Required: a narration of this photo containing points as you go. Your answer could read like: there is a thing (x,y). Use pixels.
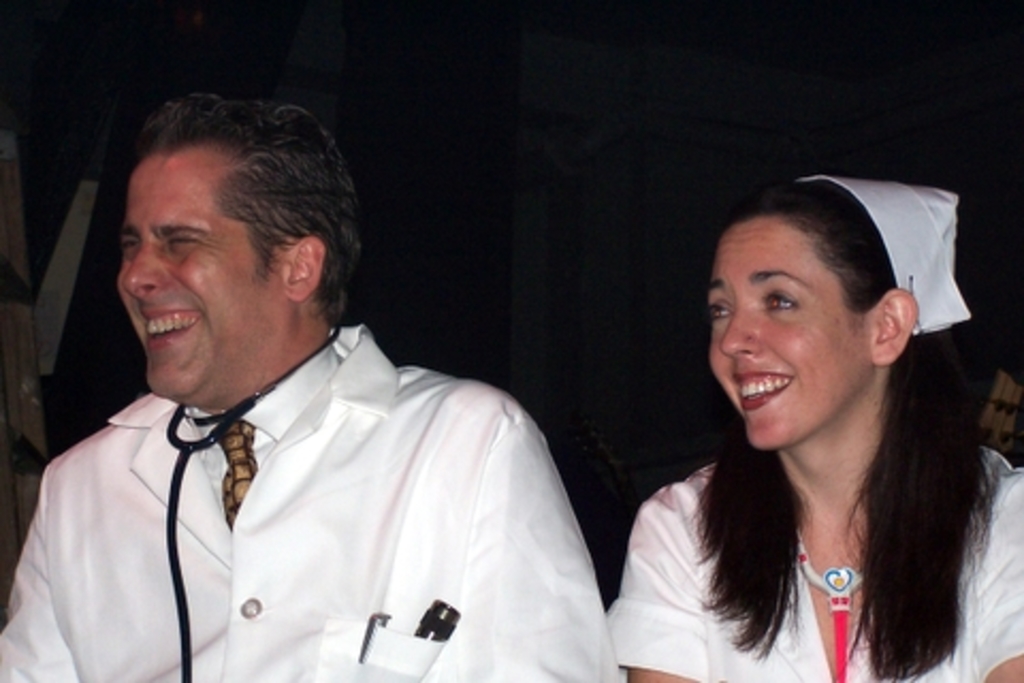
In this image I can see two persons (480,427) wearing white coats (340,566) and stethoscopes (260,388) around their necks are laughing. The background (469,89) is dark.
